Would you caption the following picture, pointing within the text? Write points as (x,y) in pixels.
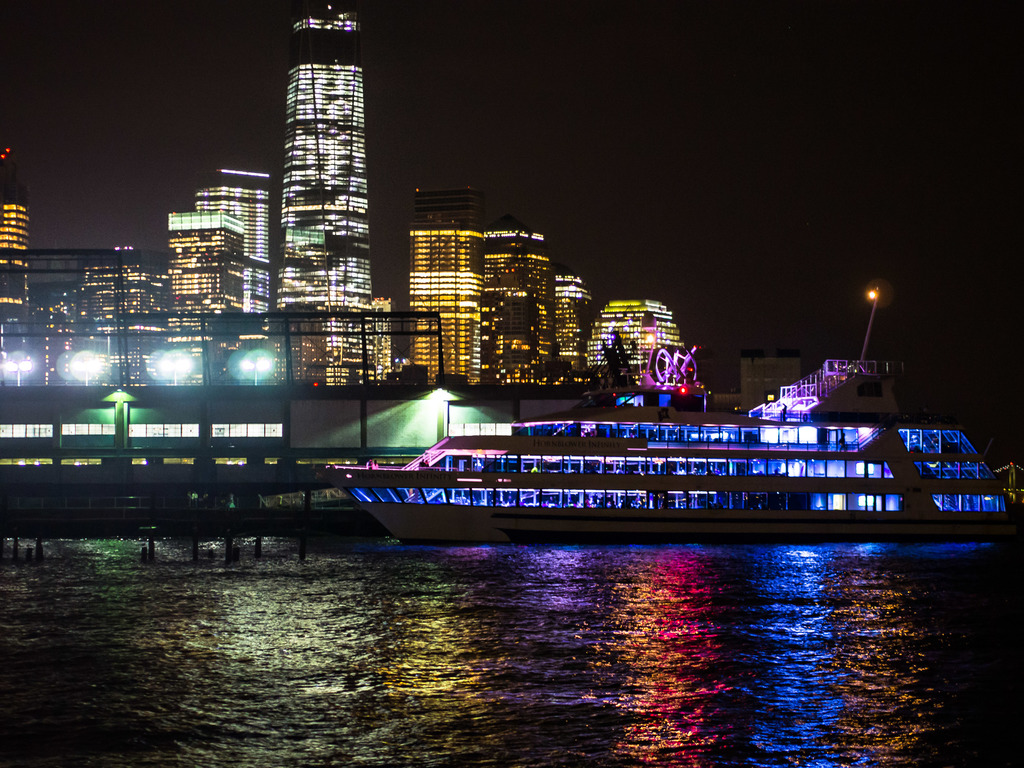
In this image I can see the ship (602,535) on the water (369,643). In the background (263,322) there are buildings (277,354) and the sky (421,135).
